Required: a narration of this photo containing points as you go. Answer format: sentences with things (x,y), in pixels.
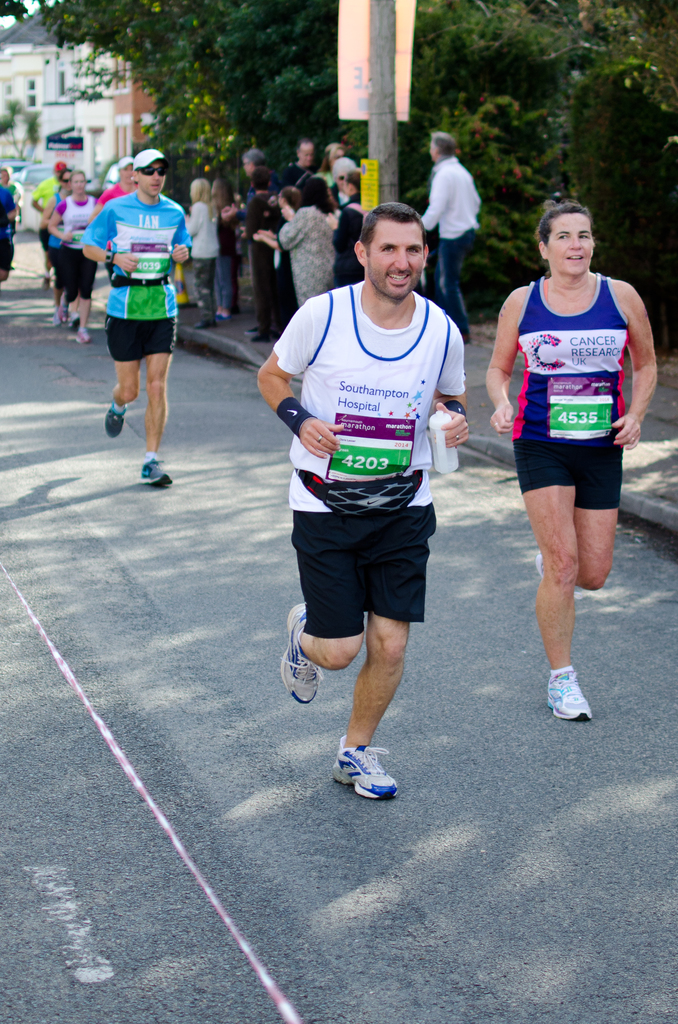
In this image I can see group of people (384,653) running on the road (642,563), the person (392,468) in front (376,407) wearing white and black color dress (387,542) and the person (606,320) at right (611,313) wearing blue and black color dress (590,462). Background (652,209) I can see few other persons (340,256) standing, a board (357,52) attached to the pole (391,77), trees (235,35) in green color, buildings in cream, white and brown color and the sky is in white color.
